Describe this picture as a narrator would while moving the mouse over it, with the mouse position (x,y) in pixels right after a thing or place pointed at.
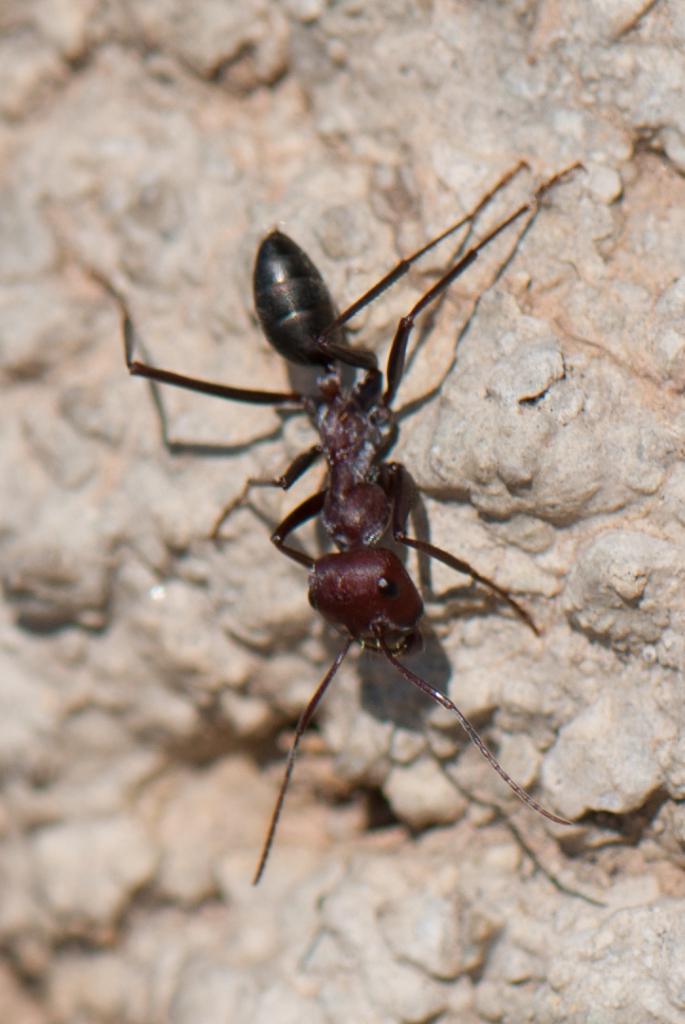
In this picture, we see an ant (366,302) which is black in color. In the background (243,509), we see the rock (431,718) or a wall (431,305) which is made up of stones (449,841). This picture is blurred in the background (107,309).
